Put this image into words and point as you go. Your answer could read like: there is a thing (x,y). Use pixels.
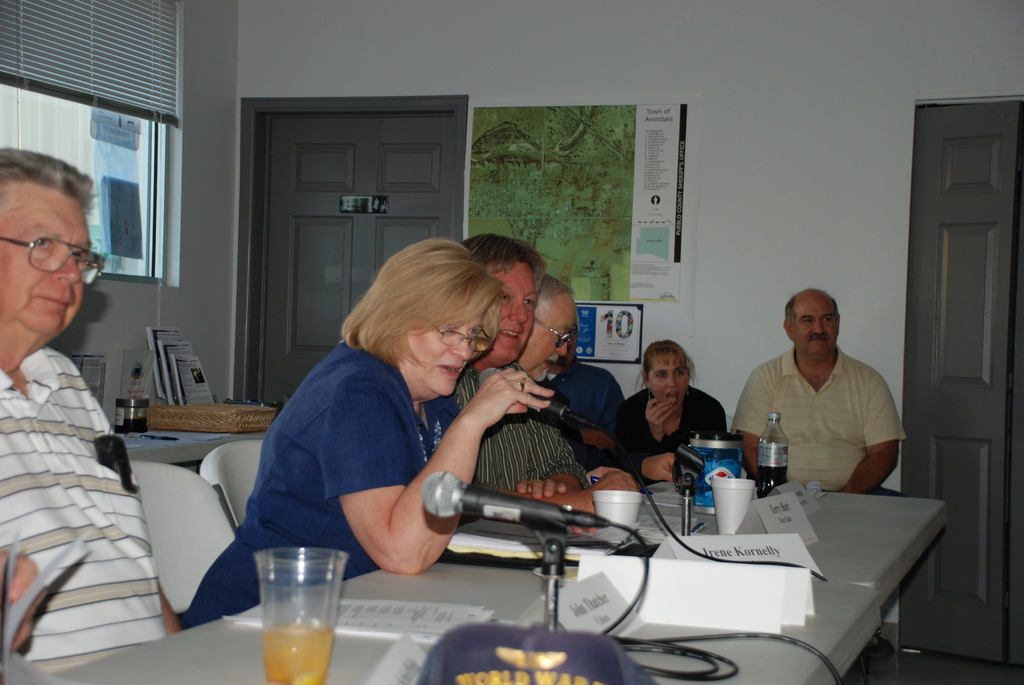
In this picture I can see few people (64,294) seated on the chairs (223,481) and I can see a woman (378,415) holding a microphone (528,398) and speaking and I can see few papers (684,582) and glasses (724,530) and bottles (773,486) on the table (97,679) and I can see a poster (626,204) on the wall (699,320) and blinds (68,66) to the window (155,206) and I can see few books (166,375), papers (184,436) on another table (207,441).
